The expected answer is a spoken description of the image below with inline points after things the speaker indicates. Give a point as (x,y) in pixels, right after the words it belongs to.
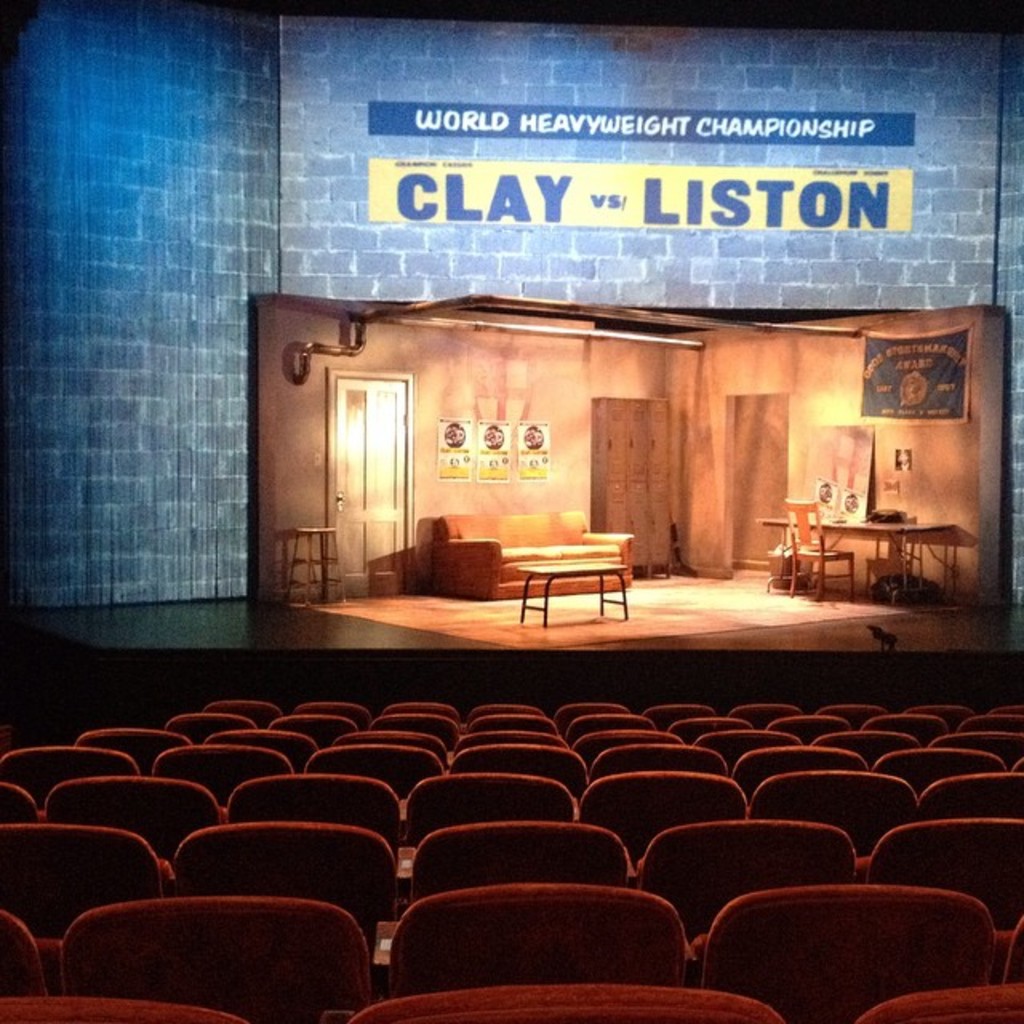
In this image i can see few chairs (512,763) at the back ground (504,642) there is a stage (495,600), couch (495,576), door (356,442) and the papers (498,433) attached to the wall (450,510).
